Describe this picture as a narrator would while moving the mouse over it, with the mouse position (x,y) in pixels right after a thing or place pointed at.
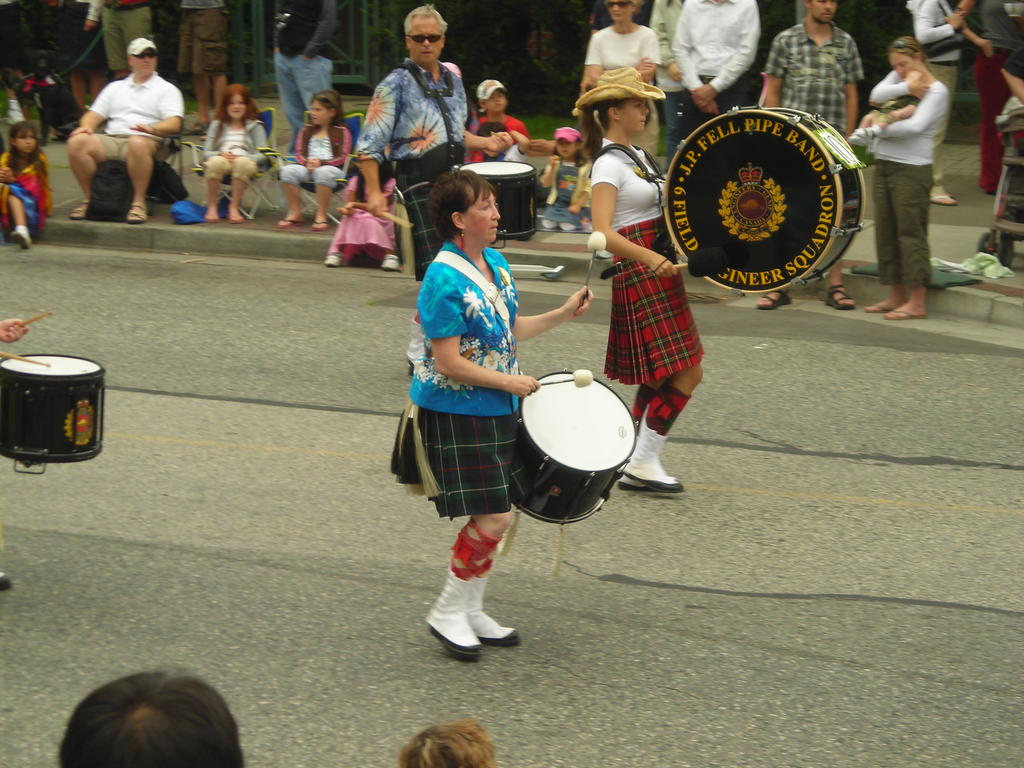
This picture was taken on the streets (301,319) while four musicians (621,73) playing the drums (68,457) and moving on the roads (906,527). some of the people (115,54) were standing and sitting and watching them. In the middle (481,500) there were two women (657,432) wearing white shoes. The drum (546,451) is in black in color.
